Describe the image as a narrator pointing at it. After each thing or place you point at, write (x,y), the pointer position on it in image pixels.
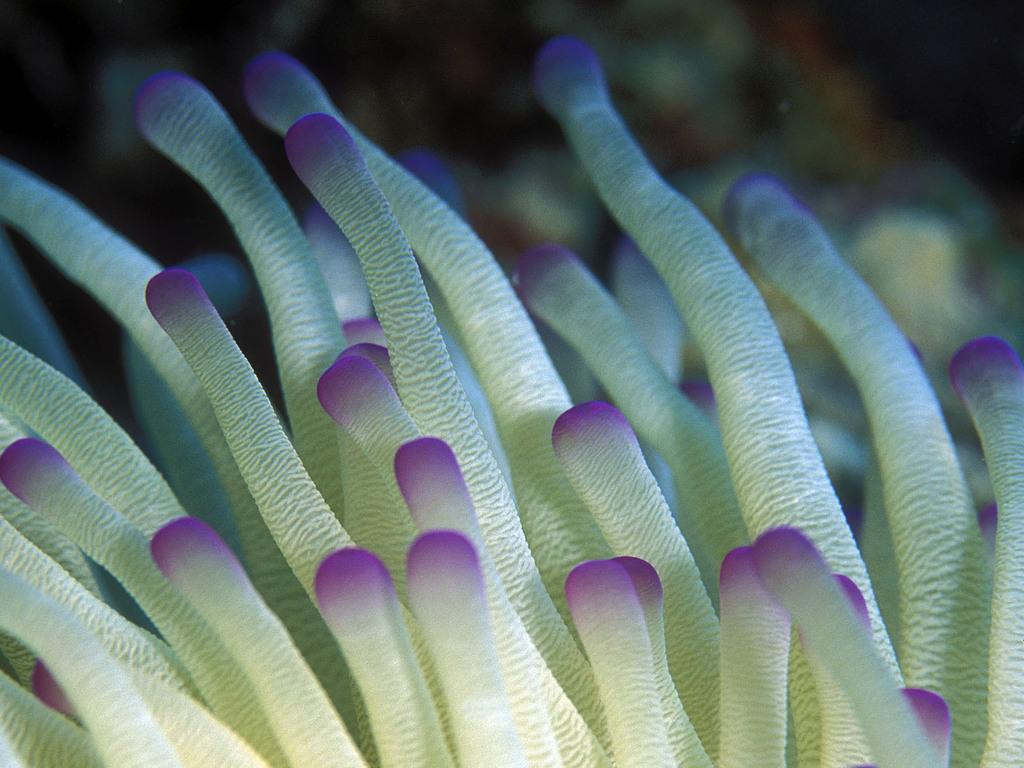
In the image in the center (525,347), we can see Condylactis (724,383), which is in pink and cream color.
